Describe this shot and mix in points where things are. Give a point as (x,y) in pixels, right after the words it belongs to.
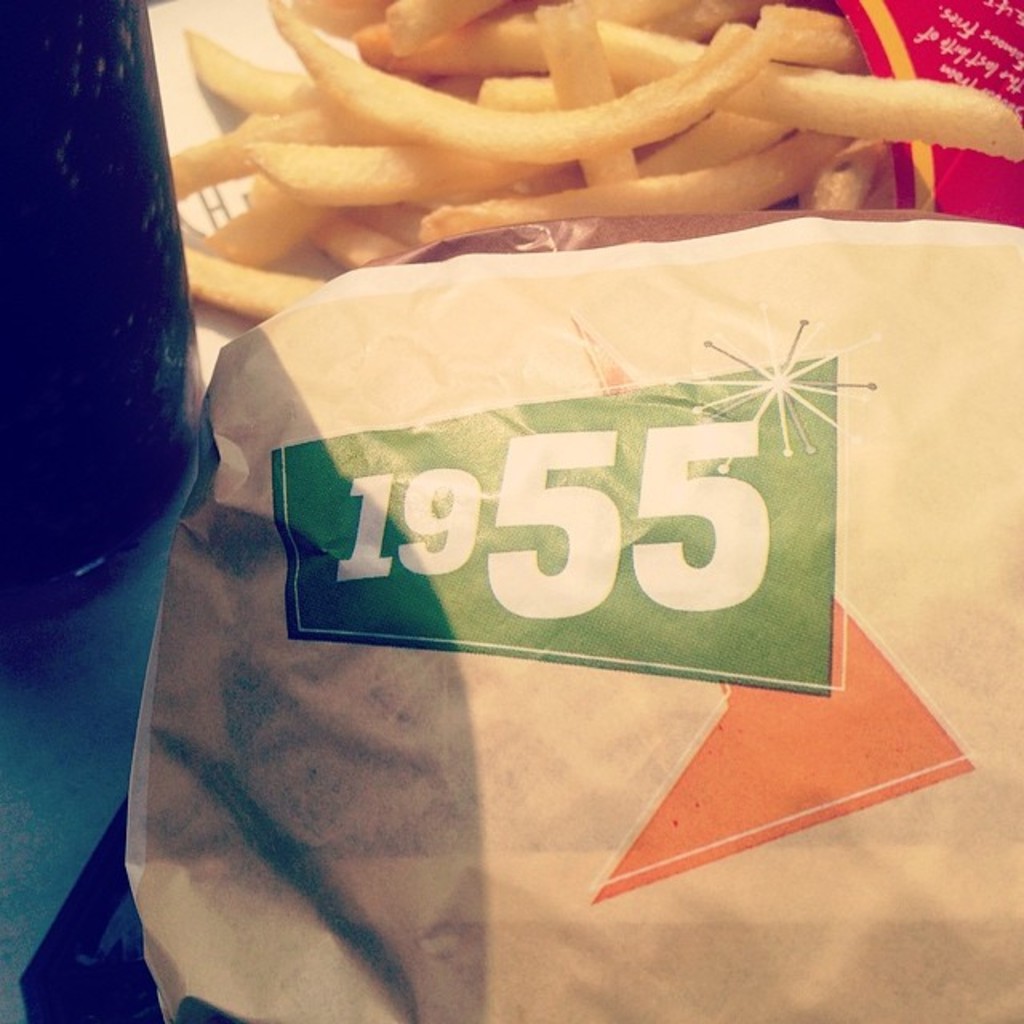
In this image we can see paper (588,393), beverage bottle (127,253) and french fries (366,143) placed on the table (180,73).
